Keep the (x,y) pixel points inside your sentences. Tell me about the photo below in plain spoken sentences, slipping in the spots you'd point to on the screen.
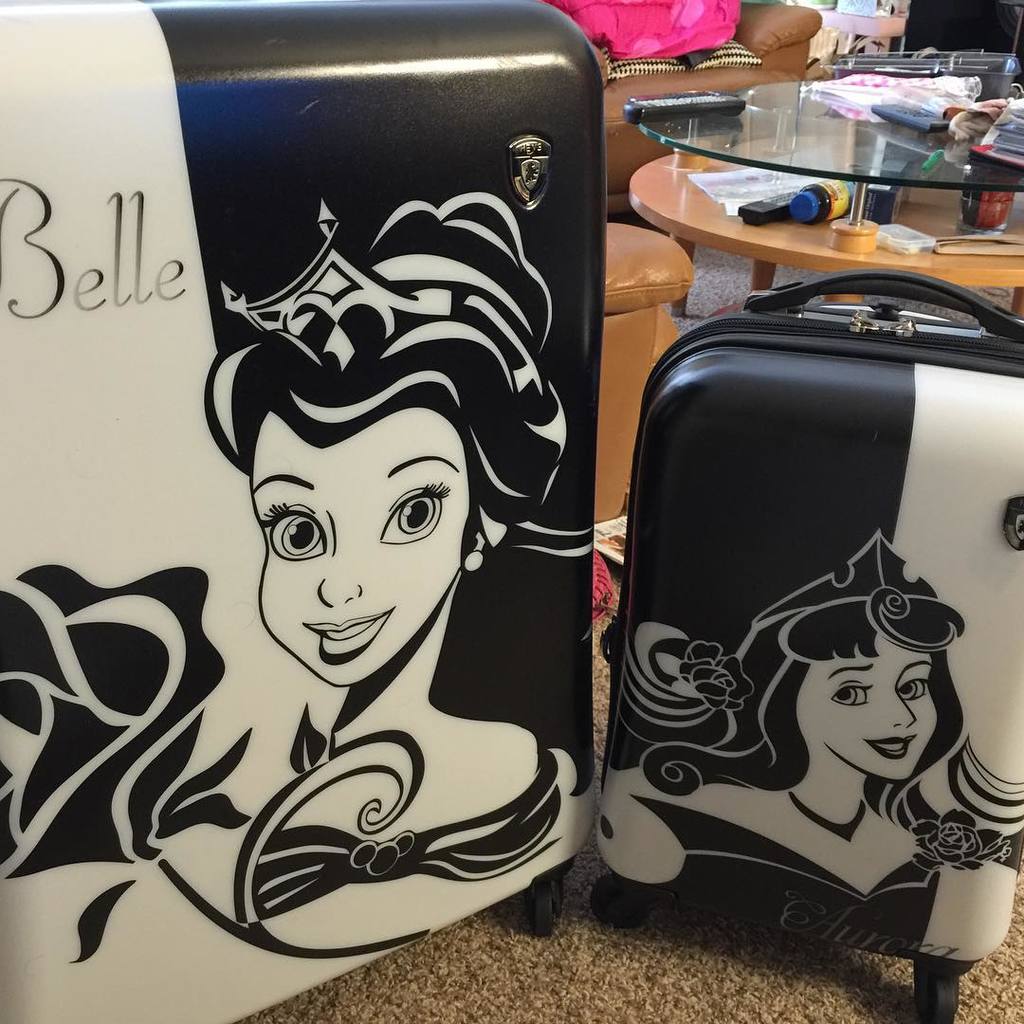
There is a table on the right side (700,205). There is a bottle (807,206), paper (970,251) on a table (915,174). There are two suitcases (388,532) in the front (350,473). we can see in the background (679,86) sofa (679,86).
